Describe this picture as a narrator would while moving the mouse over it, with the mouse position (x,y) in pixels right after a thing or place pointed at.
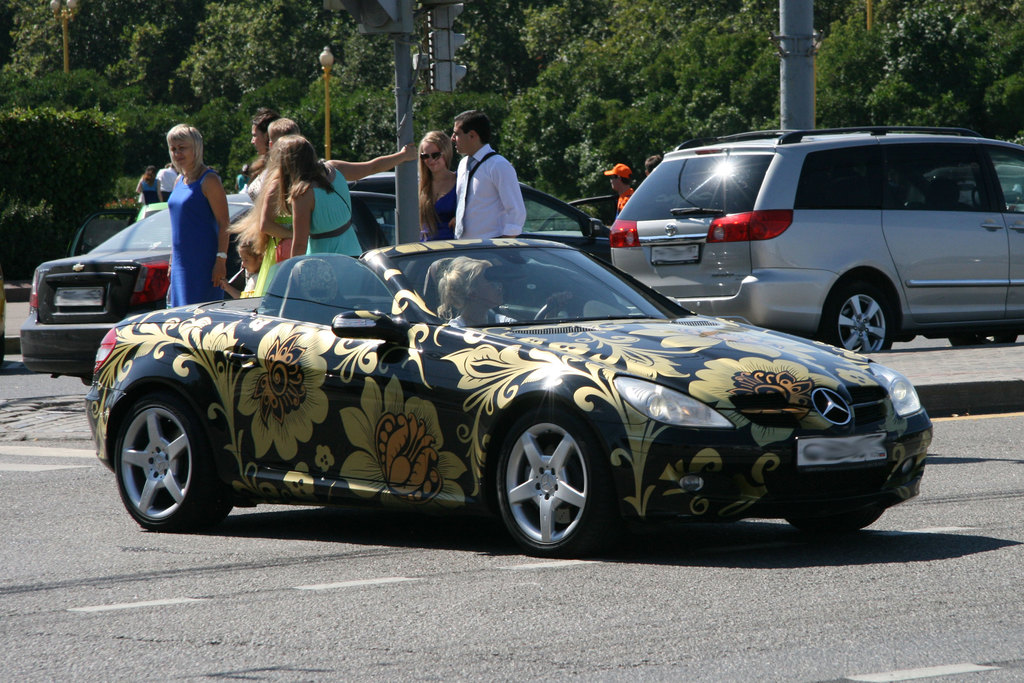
In the picture I can see a black color car (560,358) on which I can see flowers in which a person (491,293) is sitting is moving on the road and we can see a few people (476,172) walking on the sidewalk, I can see a few more vehicles (104,226) moving on the road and I can see poles (785,91) and trees (608,121) in the background (370,151).
